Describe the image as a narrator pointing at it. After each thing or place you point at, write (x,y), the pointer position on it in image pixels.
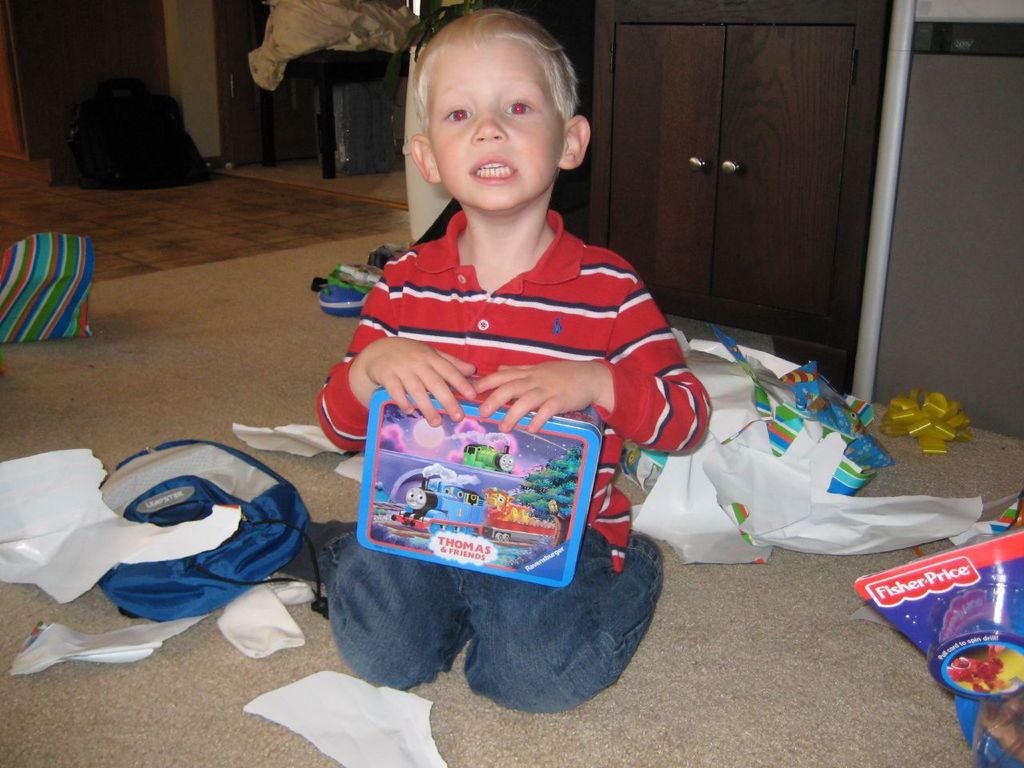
There is a kid (639,379) sitting and holding box (426,480) and we can see papers (885,534), bags (20,291) and some objects (375,269) on floor (122,271). Background (782,57) we can see cupboard (785,133) and wall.
